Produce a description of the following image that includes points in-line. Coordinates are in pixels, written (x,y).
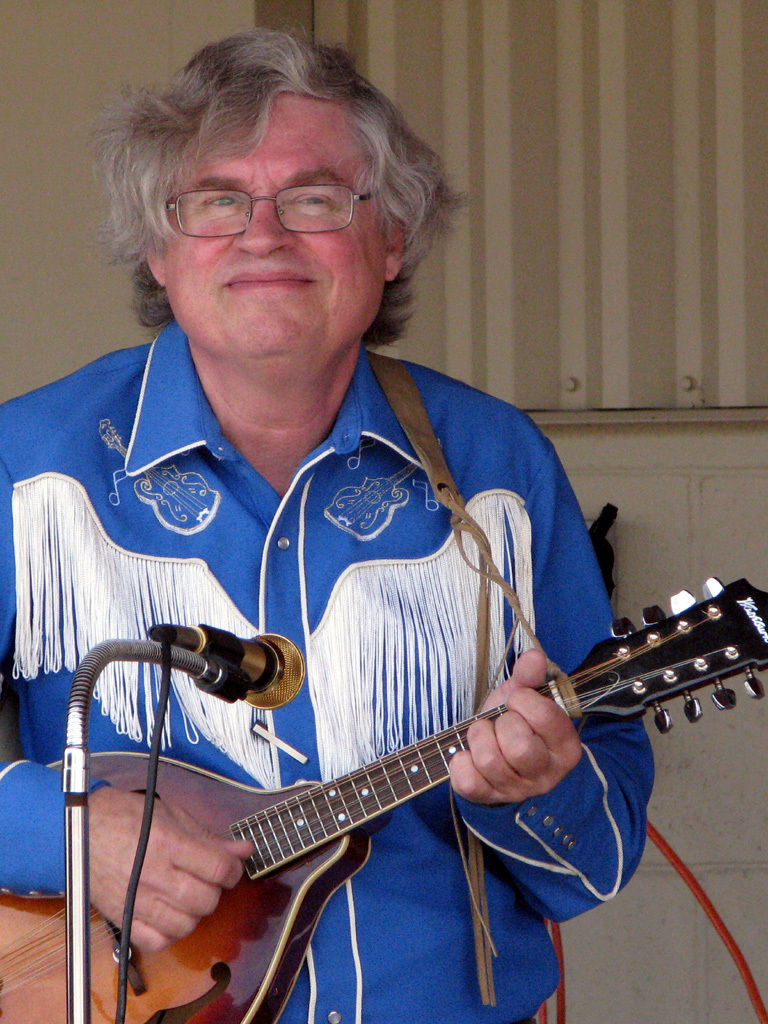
In this image the man (280,764) is holding a mandolin (293,859) and he is smiling, he is wearing a blue colour shirt (133,523) there is a mic (280,685) in front of him. In the background (596,519) there is a wall (667,489) and a sheet (604,151) grey in colour.
